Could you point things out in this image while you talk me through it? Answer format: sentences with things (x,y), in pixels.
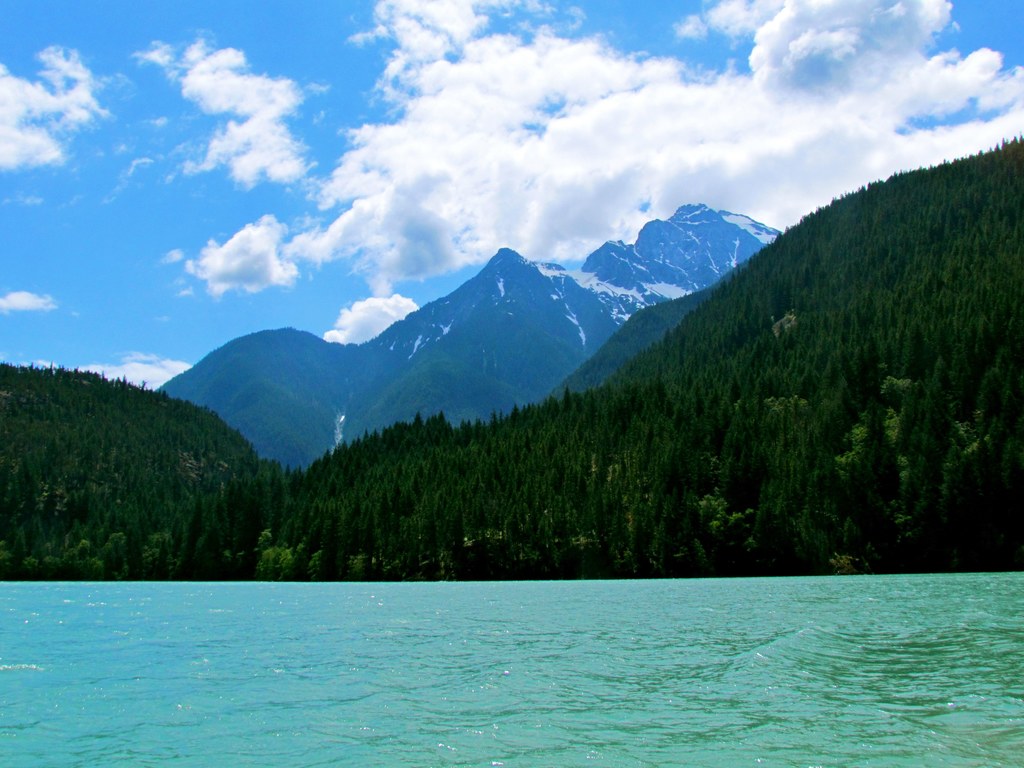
In this picture we can see some greenery (378,473) and few mountains (572,289) in the background (941,311). We can see water (359,704). Sky (78,257) is blue in color and cloudy.
